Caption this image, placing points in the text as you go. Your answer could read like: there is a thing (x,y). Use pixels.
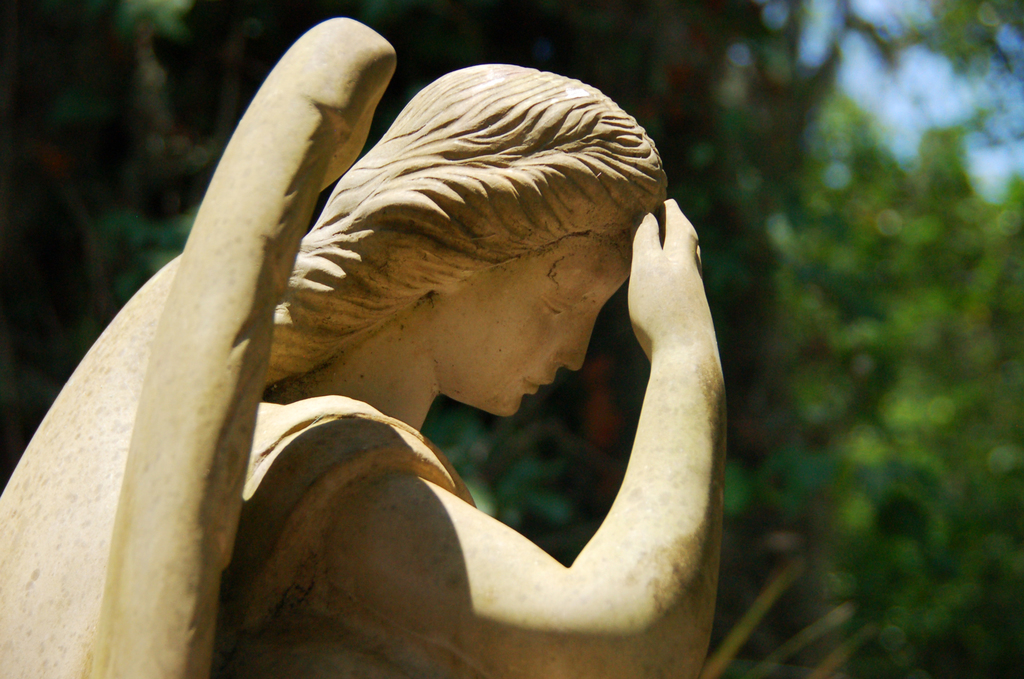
In this image I can see a statue (350,487) of a person (347,508) which is cream in color. In the background (50,100) I can see few trees (243,104) which are green in color and the sky (896,156) which is blue in color.
